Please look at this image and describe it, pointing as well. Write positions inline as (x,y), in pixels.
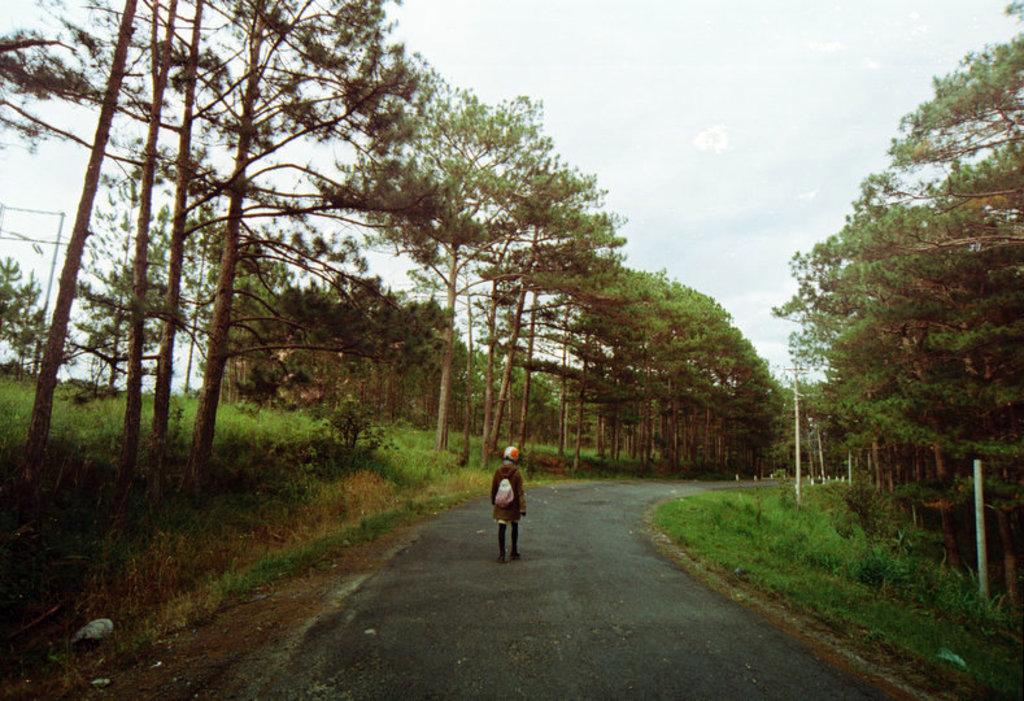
In this image we can see a person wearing a bag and walking on the road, there are some trees (165,417), plants (141,428), poles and grass (205,582), also we can see the sky (944,13).
